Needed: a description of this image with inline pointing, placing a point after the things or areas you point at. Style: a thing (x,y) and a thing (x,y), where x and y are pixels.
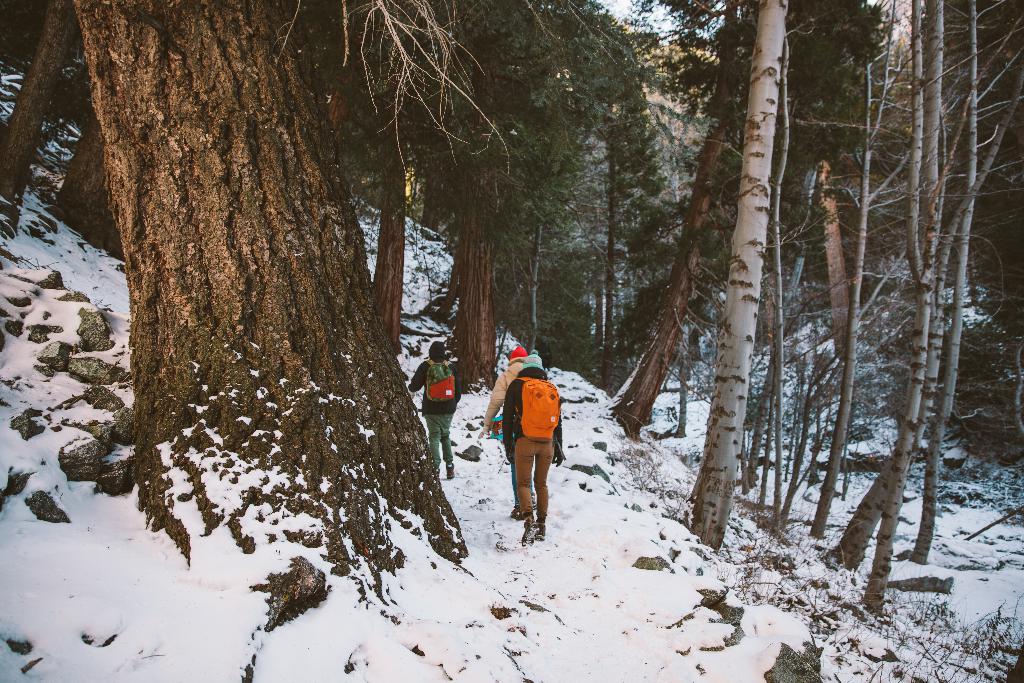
In this picture we can see three people (423,386) in the snow (519,560). We can see two people (444,452) wearing bags (441,385). There are a few stones (47,504) visible in the snow (459,465). We can see trees (427,126) from left to right.
